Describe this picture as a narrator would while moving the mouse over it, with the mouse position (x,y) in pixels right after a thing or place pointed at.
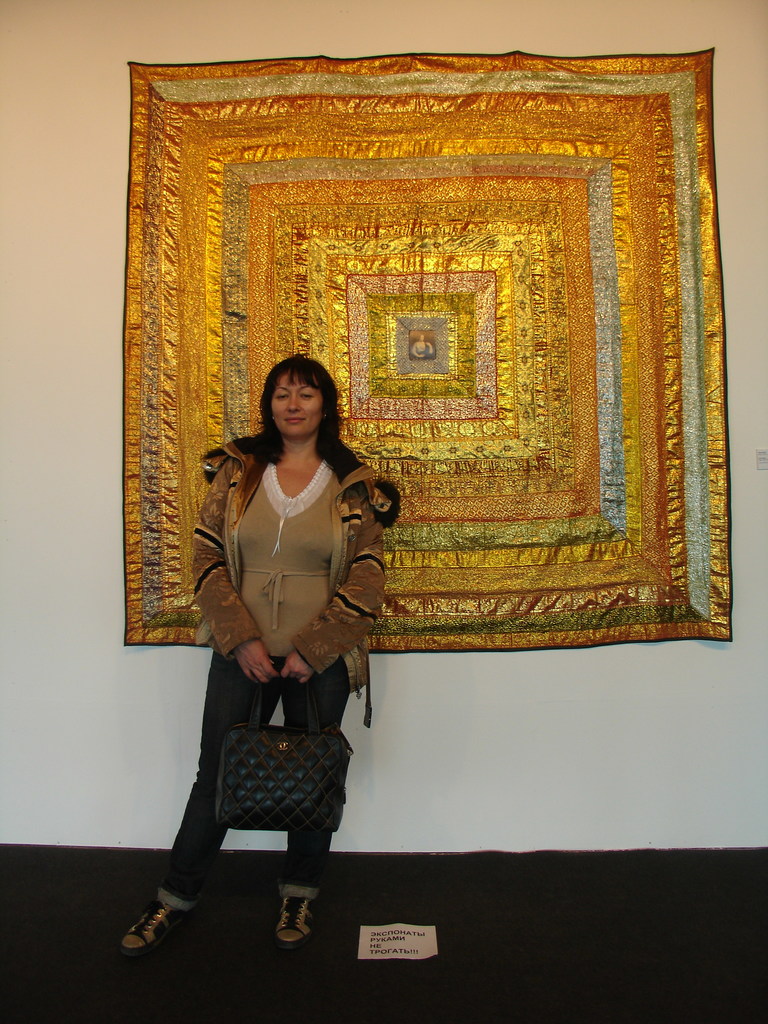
This Image is clicked in a room (592,965) where there is a woman (277,681) who is standing. She wore a Coat (369,563). She is holding a bag (287,788). Behind her there is a cloth (422,622) on the wall (394,716).
